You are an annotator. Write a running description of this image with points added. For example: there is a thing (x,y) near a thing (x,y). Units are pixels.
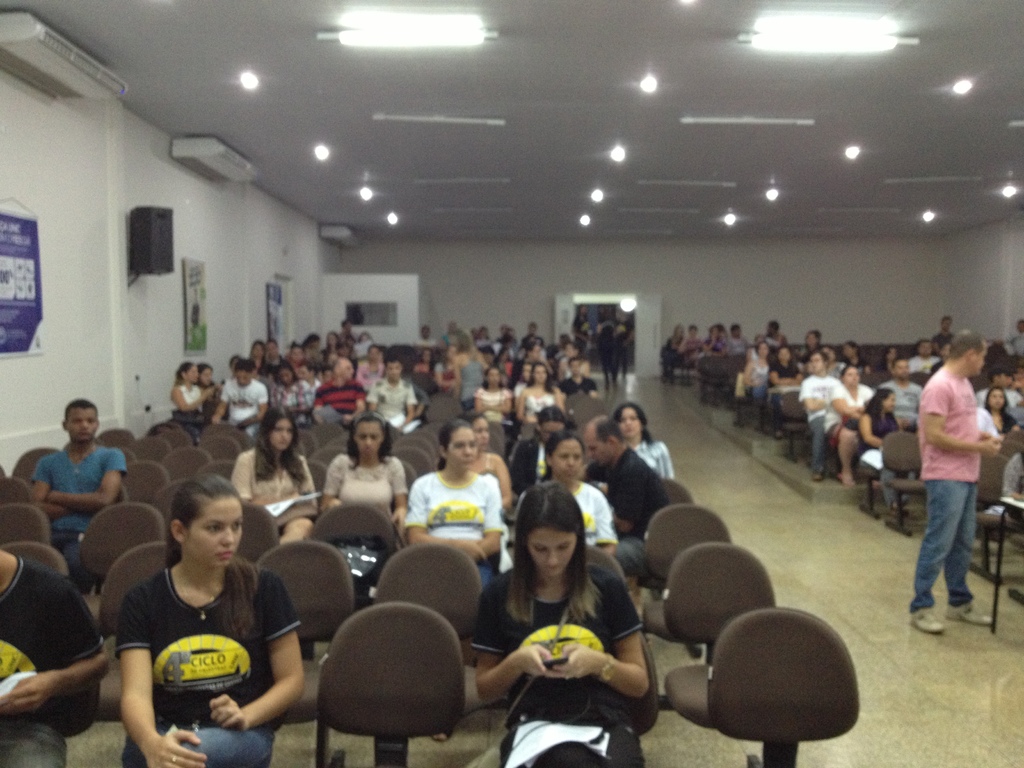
In this picture several people (355,483) are sitting on chairs (710,677) and we also find several people (615,380) standing along the way (899,572). There are few lights (324,155) attached to the roof (536,229).
